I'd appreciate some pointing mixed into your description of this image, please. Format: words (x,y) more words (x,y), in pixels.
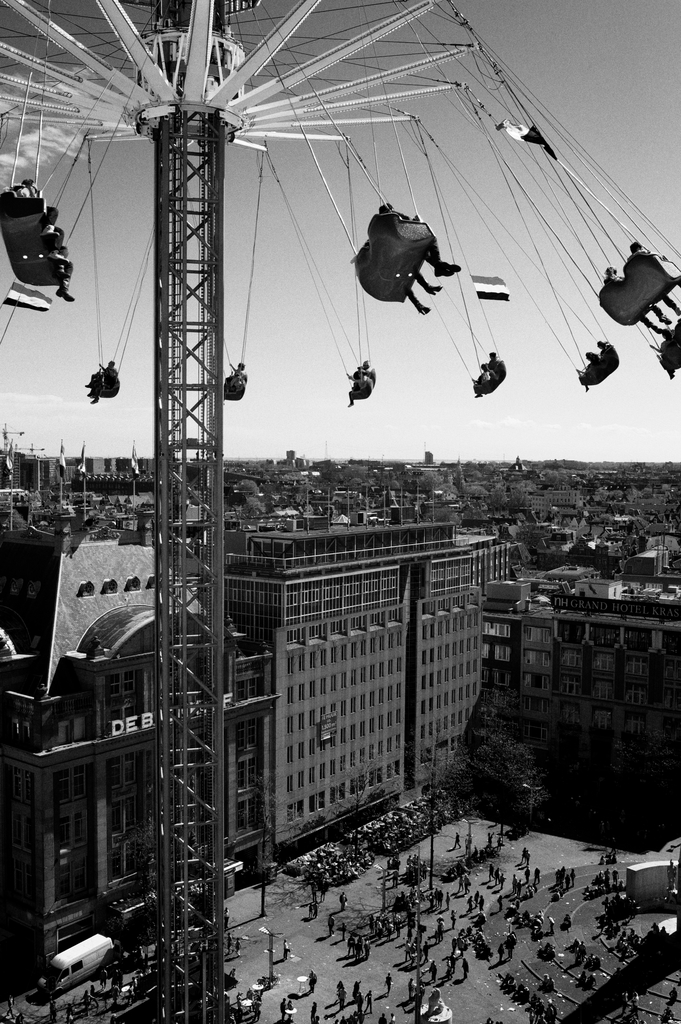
This is a black and white image, in this image in the foreground (211,453) there is one tower (188,526) and in the background (285,569) there are some buildings (110,642) and houses (110,510). At the bottom (622,908) there are some people (618,895) who are standing, and also there are some vehicles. At the top of the image (558,146) there is sky (330,289).
